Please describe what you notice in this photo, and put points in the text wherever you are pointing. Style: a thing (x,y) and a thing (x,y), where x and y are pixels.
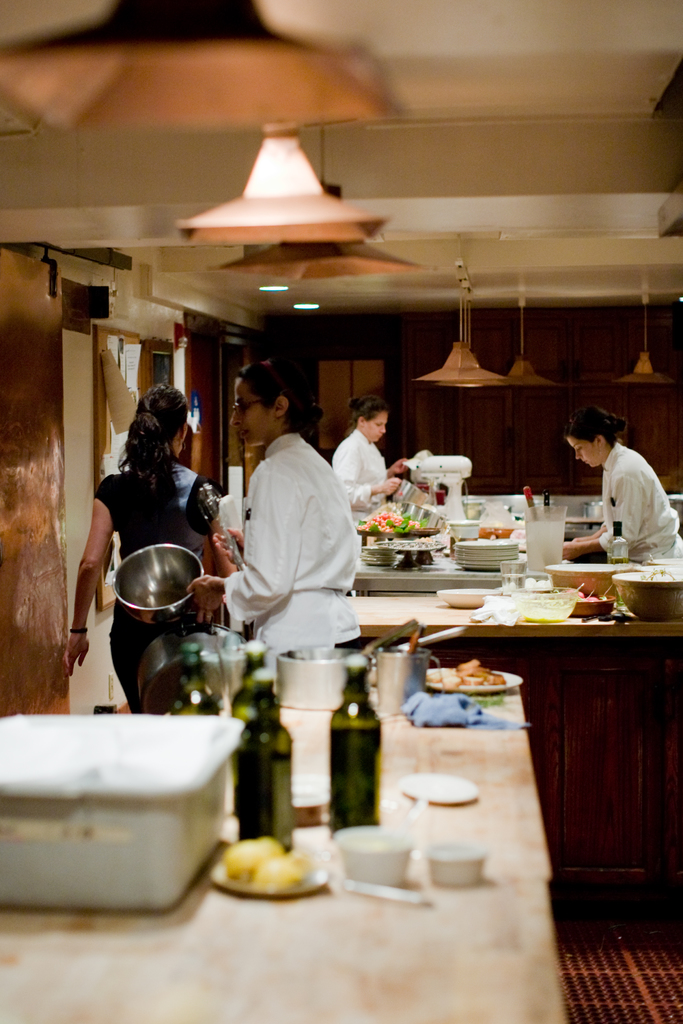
In this picture there are tables (351,973) in the center of the image (436,621), on which there are plates (419,534), bottles (245,691), food items (384,513), and other kitchenware (76,836) on the table (385,931) and there are people (374,441) in the image and there are lamps (204,107) on the roof (535,42) at the top side of the image (170,48).
